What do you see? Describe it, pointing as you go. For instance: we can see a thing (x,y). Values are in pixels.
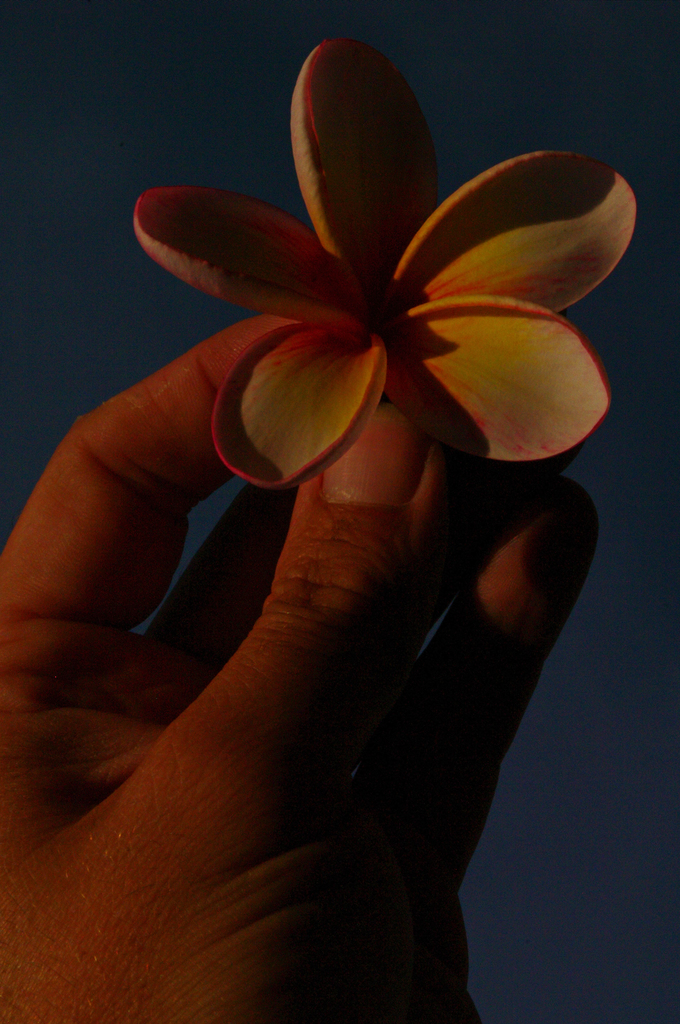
In this picture we can see a person's hand (262,600) and holding a flower (459,322).
